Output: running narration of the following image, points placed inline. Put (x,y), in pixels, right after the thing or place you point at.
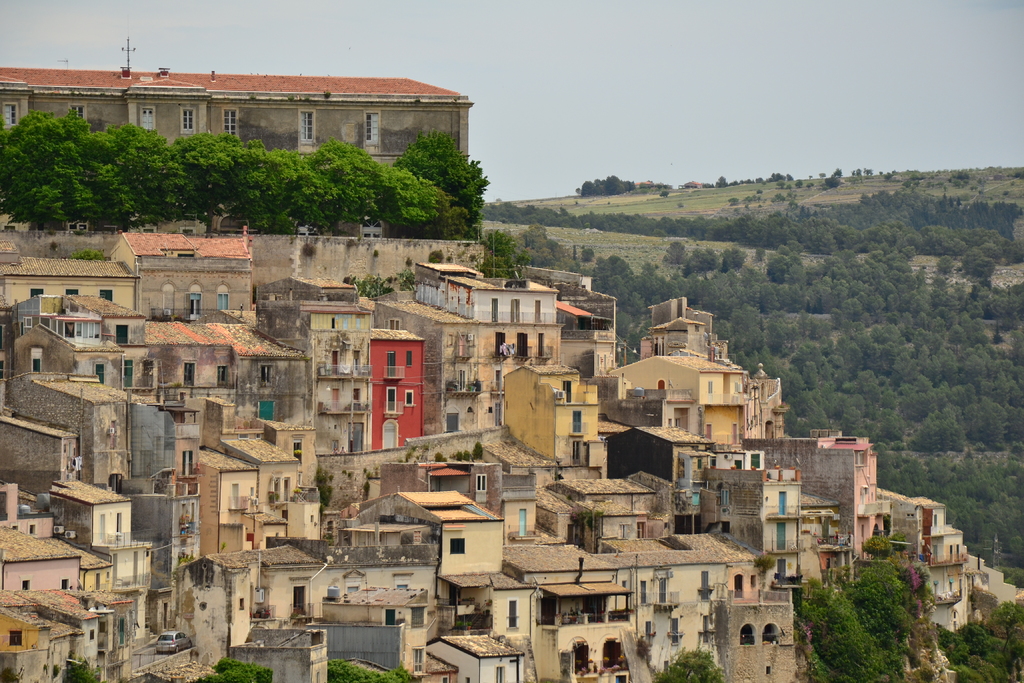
The picture consists of many buildings (497,507) and houses (330,401) on the mountain (617,249) and there are plants (470,217), trees (666,292) which are surrounded the hill (910,420) and there is a sky (824,119).
